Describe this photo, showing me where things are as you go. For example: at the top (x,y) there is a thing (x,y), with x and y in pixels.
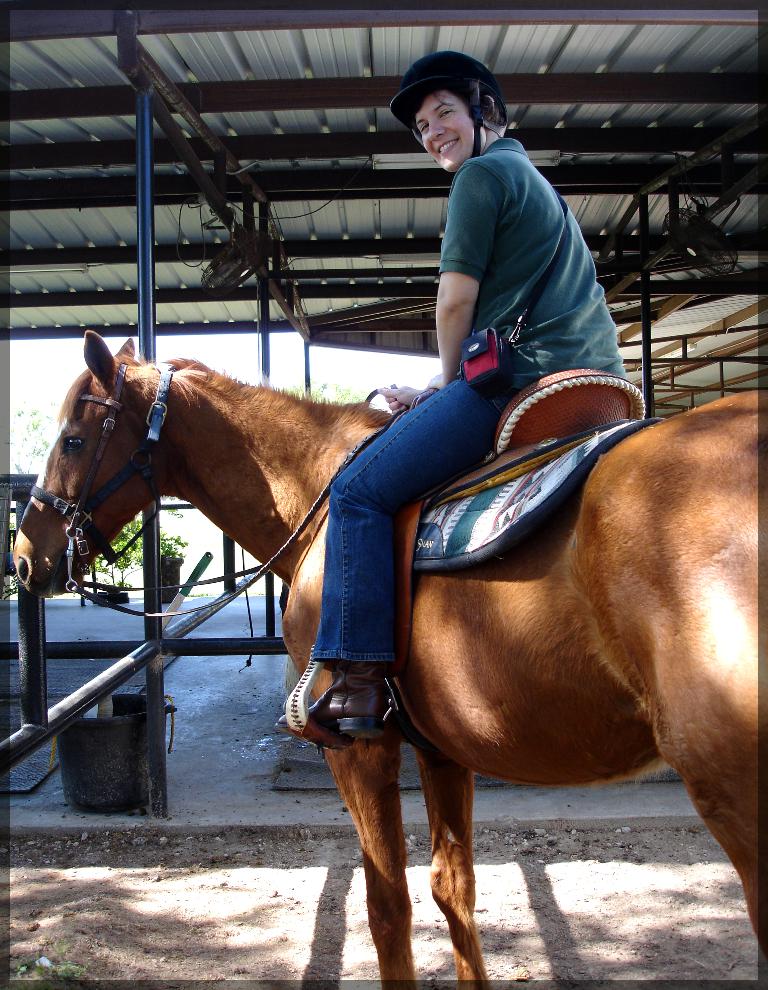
In the image there is a woman (478,183) in green t-shirt (485,322) and jeans (455,474) sitting on a brown horse (159,482) inside a godown (593,152), this seems to be animal shelter (233,216).
